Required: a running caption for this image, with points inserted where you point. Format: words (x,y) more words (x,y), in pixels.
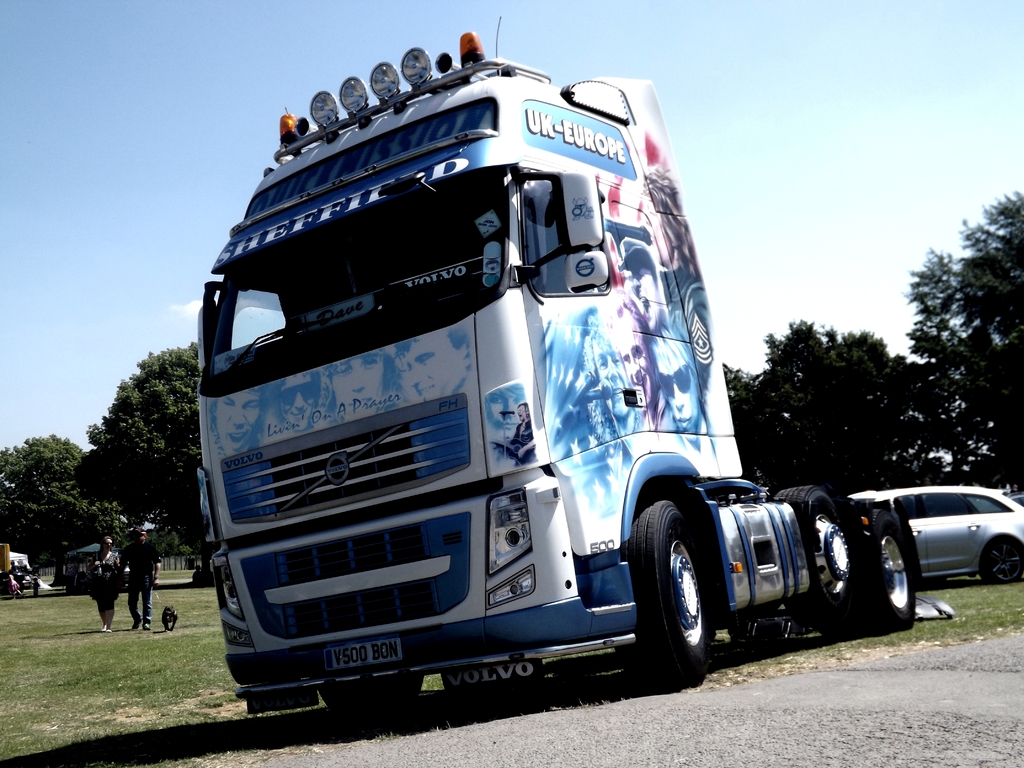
In this image I can see few vehicles (427,462), trees (164,458), few people (96,570). The sky (243,132) is in blue and white color.
